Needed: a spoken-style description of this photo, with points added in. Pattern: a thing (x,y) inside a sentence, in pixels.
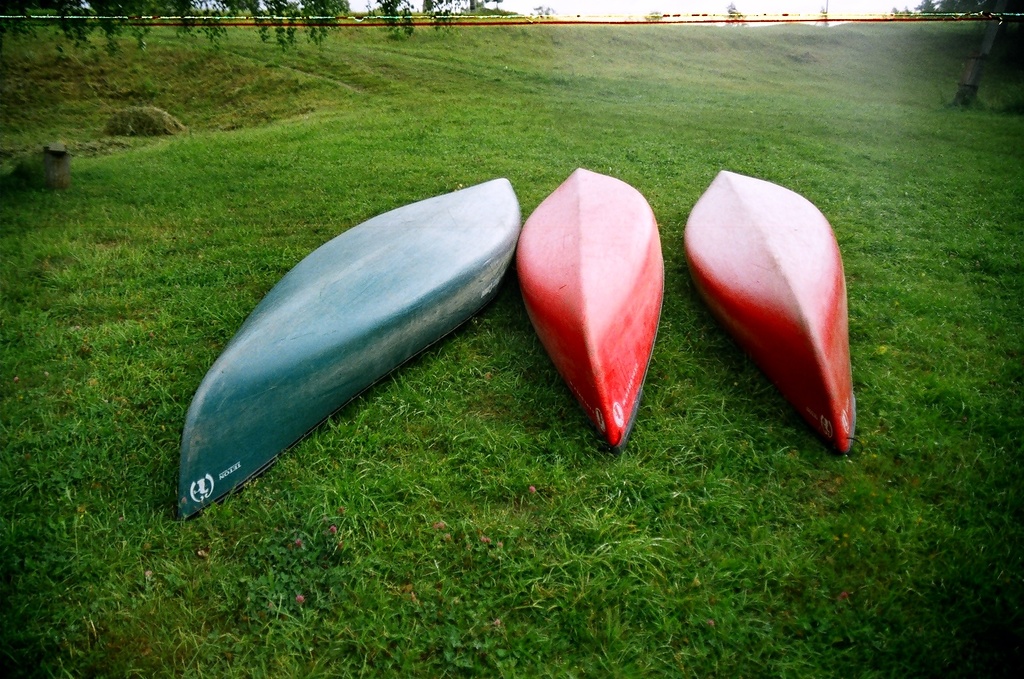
In this picture we can see three boats (553,295) here, at the bottom (765,544) there is grass (773,543).
